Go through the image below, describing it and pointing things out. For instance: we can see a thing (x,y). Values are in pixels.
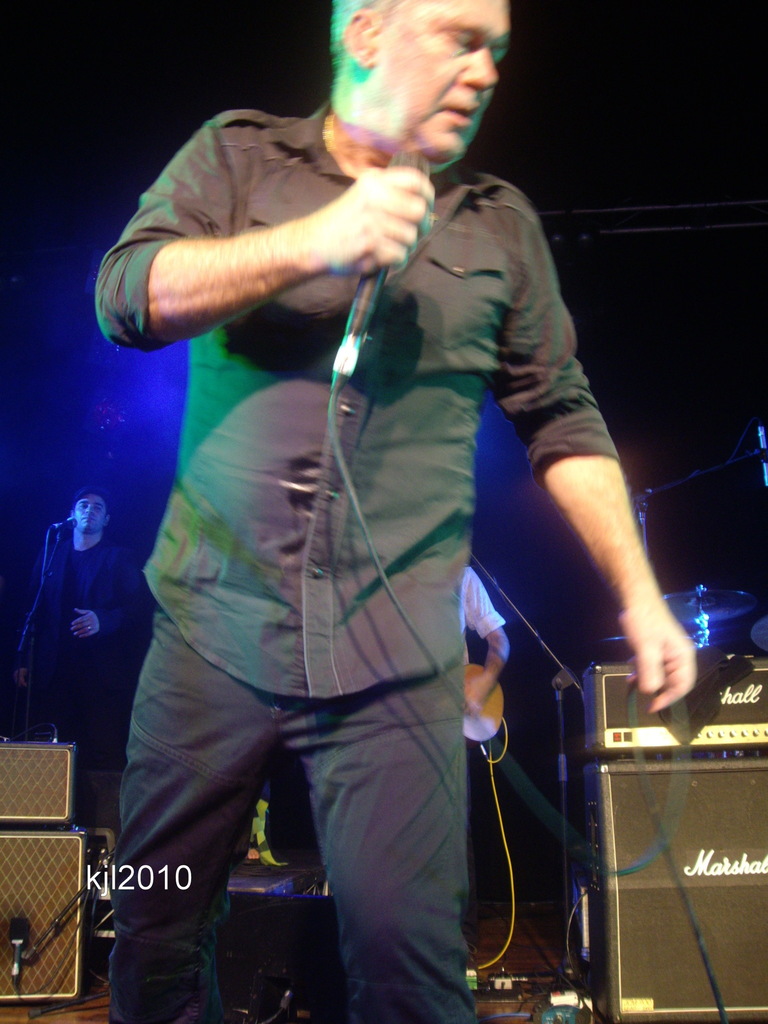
This is the picture of a person (167,899) wearing black shirt (468,244) and black pant (120,900) and holding a mike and behind him there is a person (80,514) who is standing in front of a mike (69,524) and there are some speakers (716,786) behind him.
